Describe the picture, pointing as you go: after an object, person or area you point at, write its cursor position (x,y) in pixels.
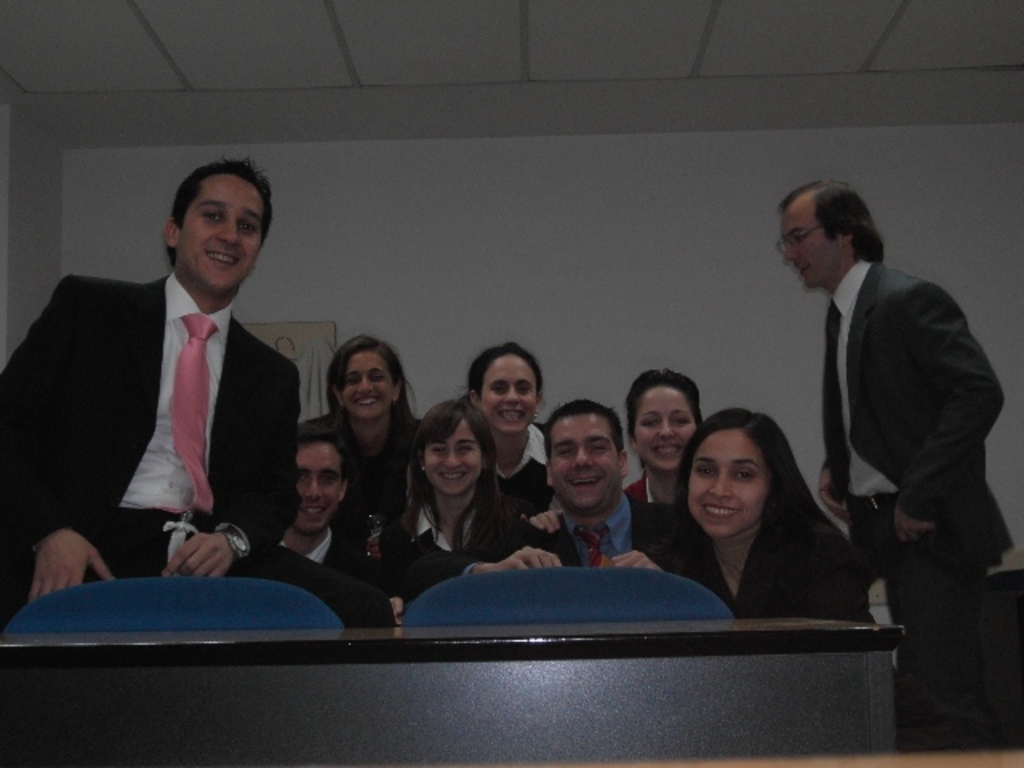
In this picture there are people (570,502) smiling and we can see chairs (295,602) and table (356,661). In the background of the image (315,328) we can see board (277,342) on the wall (328,299).
